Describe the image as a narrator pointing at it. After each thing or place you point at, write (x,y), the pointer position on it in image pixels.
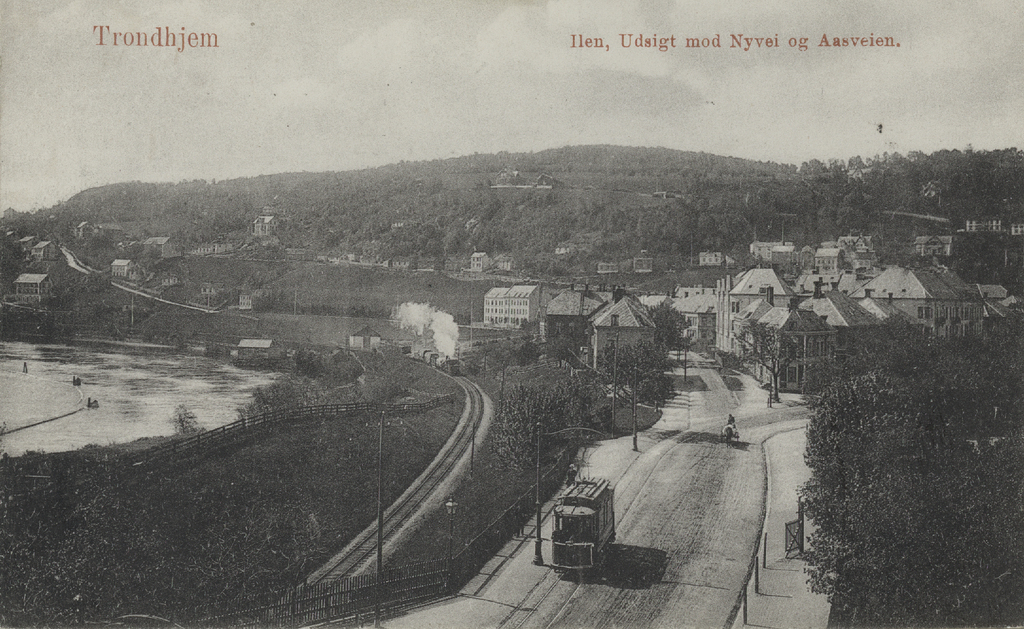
It is the black and white image in which we can see the view of the city (698,347). In the middle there is a road (637,509) on which there are vehicles (612,519). There are buildings (710,291) on either side of the road (741,426). On the left side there is a railway track (430,463). Beside the railway track (444,454) there are so many plants (212,444). On the left side (162,366) there is water (127,384). In the background (560,192) there are hills (560,192) on which there are trees (693,175).
